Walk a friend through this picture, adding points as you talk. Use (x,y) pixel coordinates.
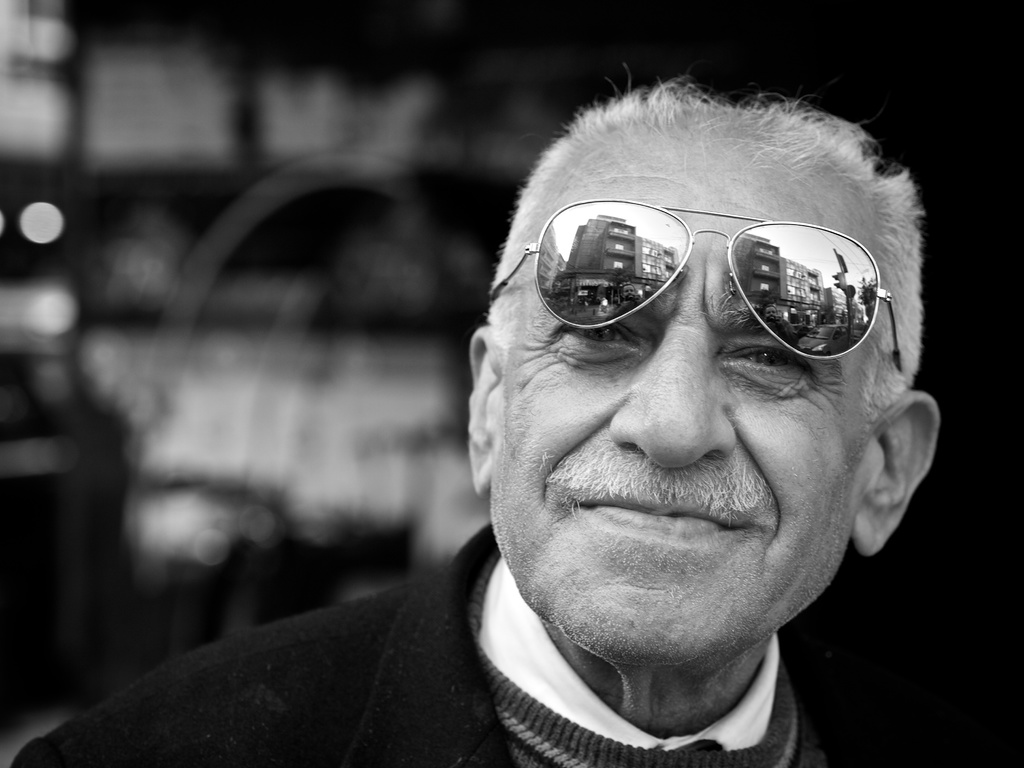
This image is a black and white image. In this image the background (166,587) is blurred. In the middle of the image (645,377) there is a man (670,444) with a smiling face (583,516) and he has worn goggles (656,285).
